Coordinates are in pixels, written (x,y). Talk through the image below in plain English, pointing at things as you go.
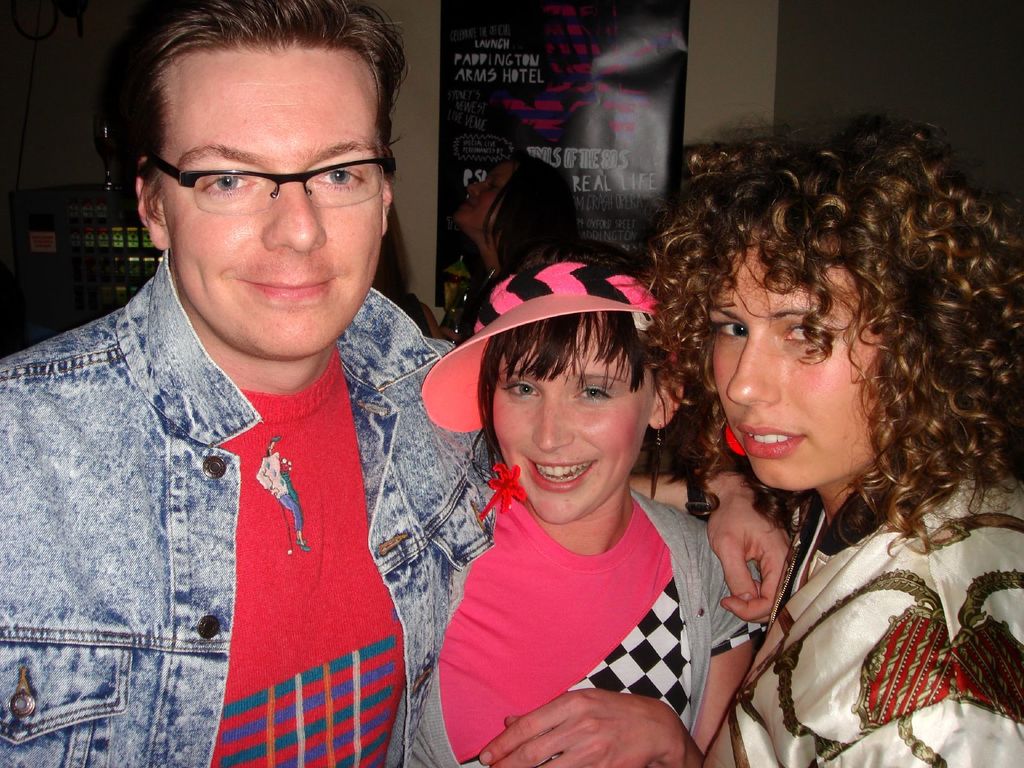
In this image there are three people (438,489) standing and posing for the camera with a smile on their face (497,428), behind them there is a poster (449,164) on the wall (422,132).
